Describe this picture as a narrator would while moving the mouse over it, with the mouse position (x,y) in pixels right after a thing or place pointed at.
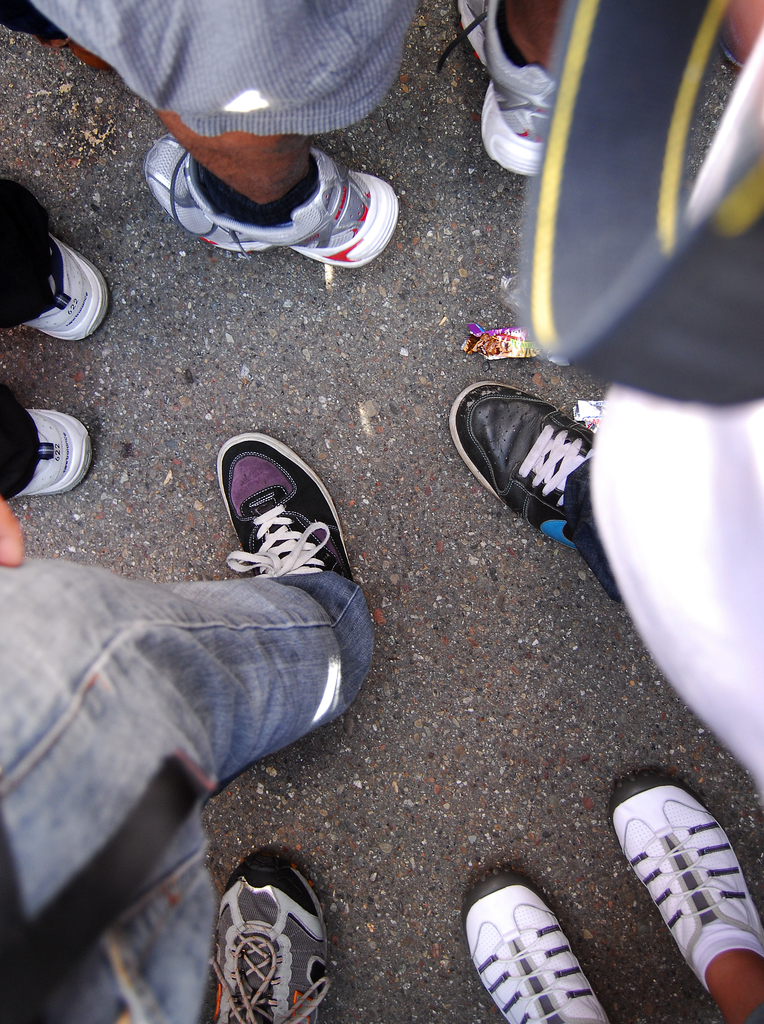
In this image we can see persons legs (752,982) wearing shoes (299,1021) on the road (485,754).
